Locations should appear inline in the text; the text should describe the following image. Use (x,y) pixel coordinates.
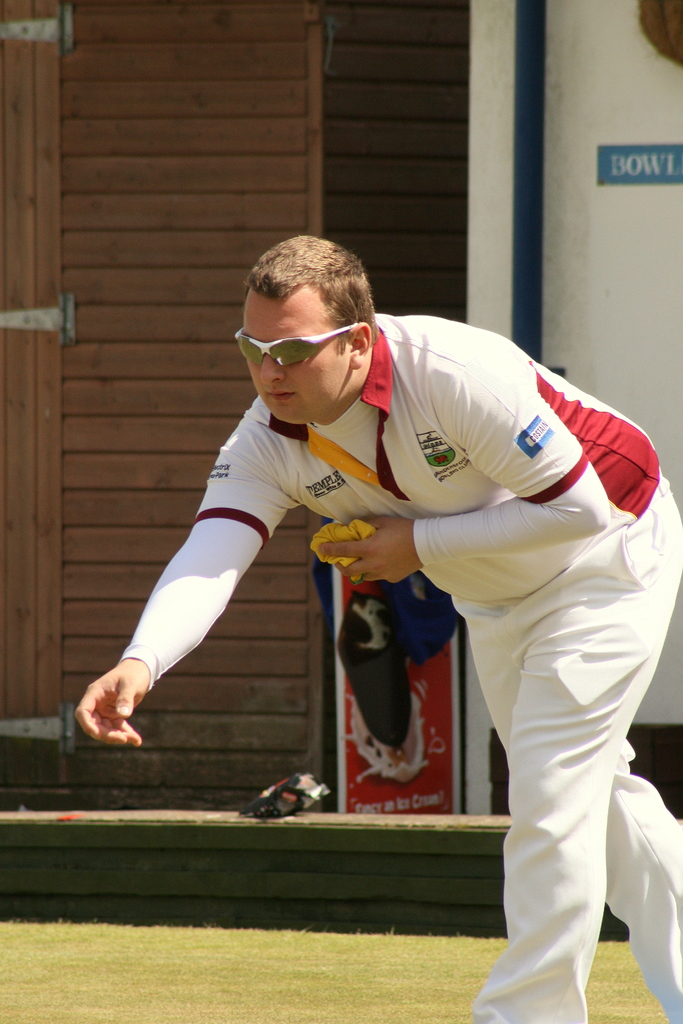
In this image we can see a man (329,461) standing on the ground (415,970) holding a cloth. We can also see some grass (441,972), a wooden door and a board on a wall (550,219).
